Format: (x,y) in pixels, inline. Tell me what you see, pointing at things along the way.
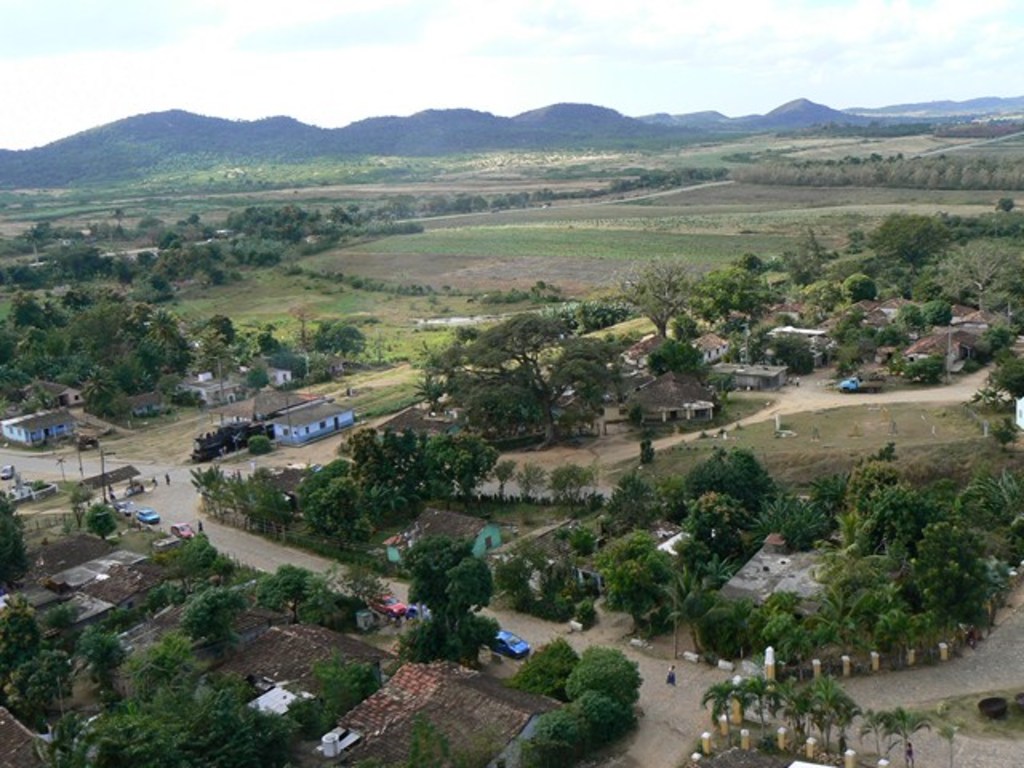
This is an aerial view, in this image there are houses (416,710), trees (585,695), cars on roads (344,567), in the background (740,191) there are fields (586,244), mountains (87,146) and the sky (636,75).
